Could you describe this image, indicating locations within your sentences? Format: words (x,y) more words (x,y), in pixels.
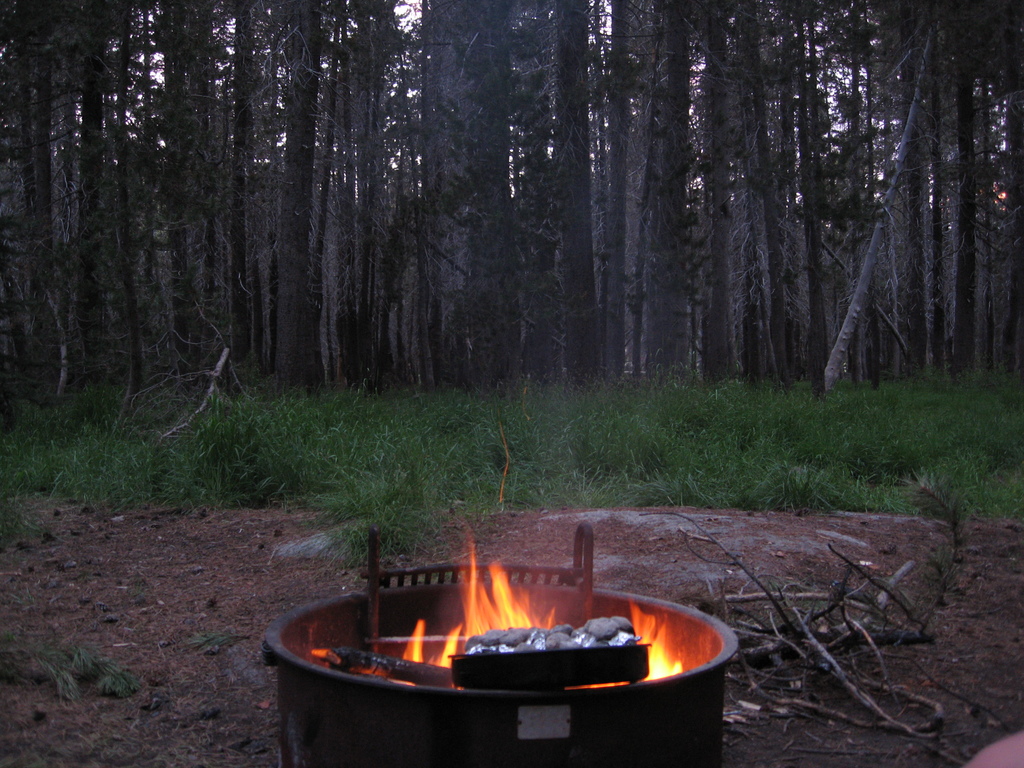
In this picture we can see bonfire (472,619) in the front of the image (556,666). Behind we can see grass (557,413) and in the background (547,277) there are many huge trees (481,265).
